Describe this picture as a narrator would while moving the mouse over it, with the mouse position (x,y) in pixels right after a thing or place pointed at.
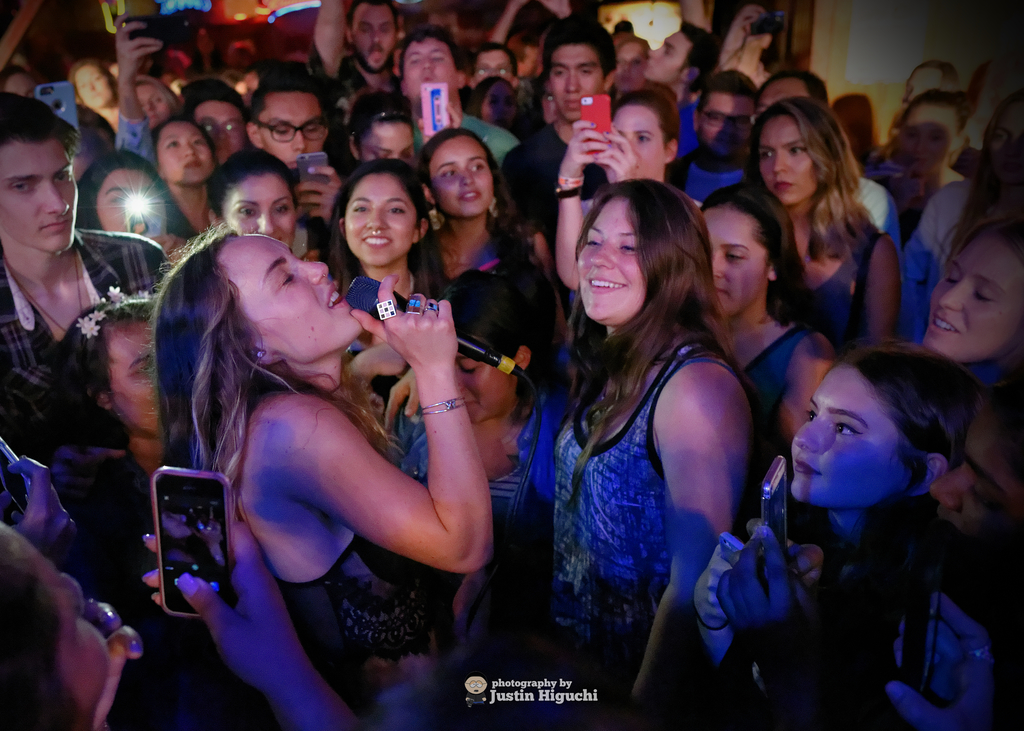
In this image we can see a group of people (540,285) standing. In that a woman (465,418) is holding the mic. We can also see some people (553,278) holding the mobile phones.
